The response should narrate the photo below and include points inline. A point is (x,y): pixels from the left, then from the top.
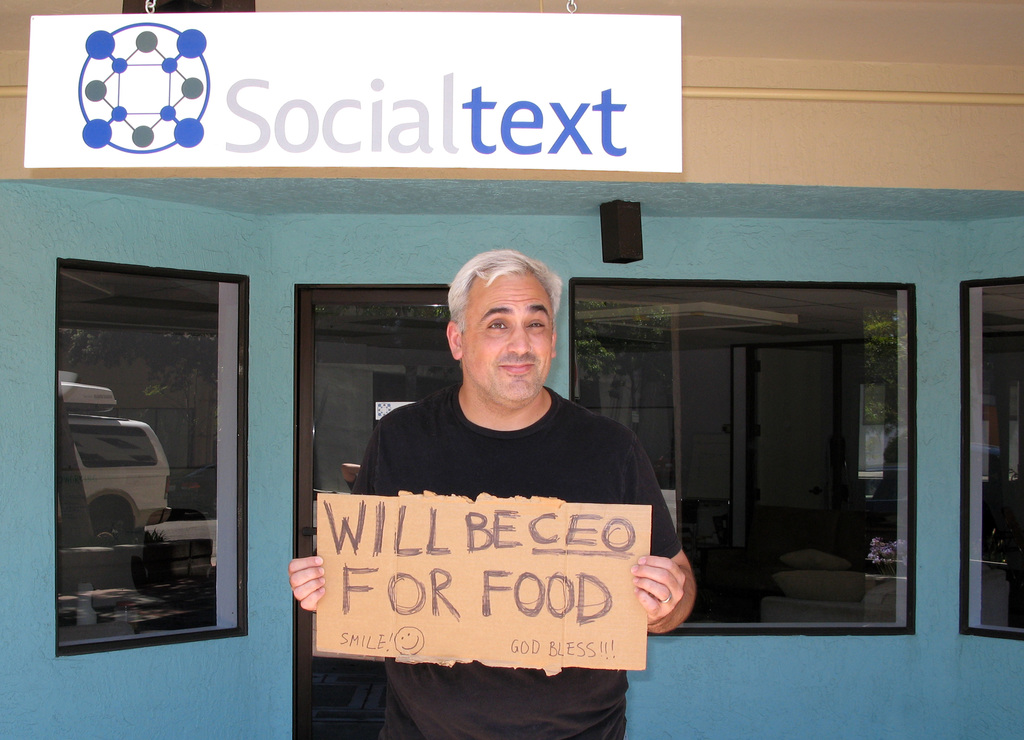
In this picture we can see a person (489,458) standing and holding a board (497,576), behind we can see glasses windows (787,531) to the wall (664,716) and we can see a board (357,62) in front of the building (728,173).
